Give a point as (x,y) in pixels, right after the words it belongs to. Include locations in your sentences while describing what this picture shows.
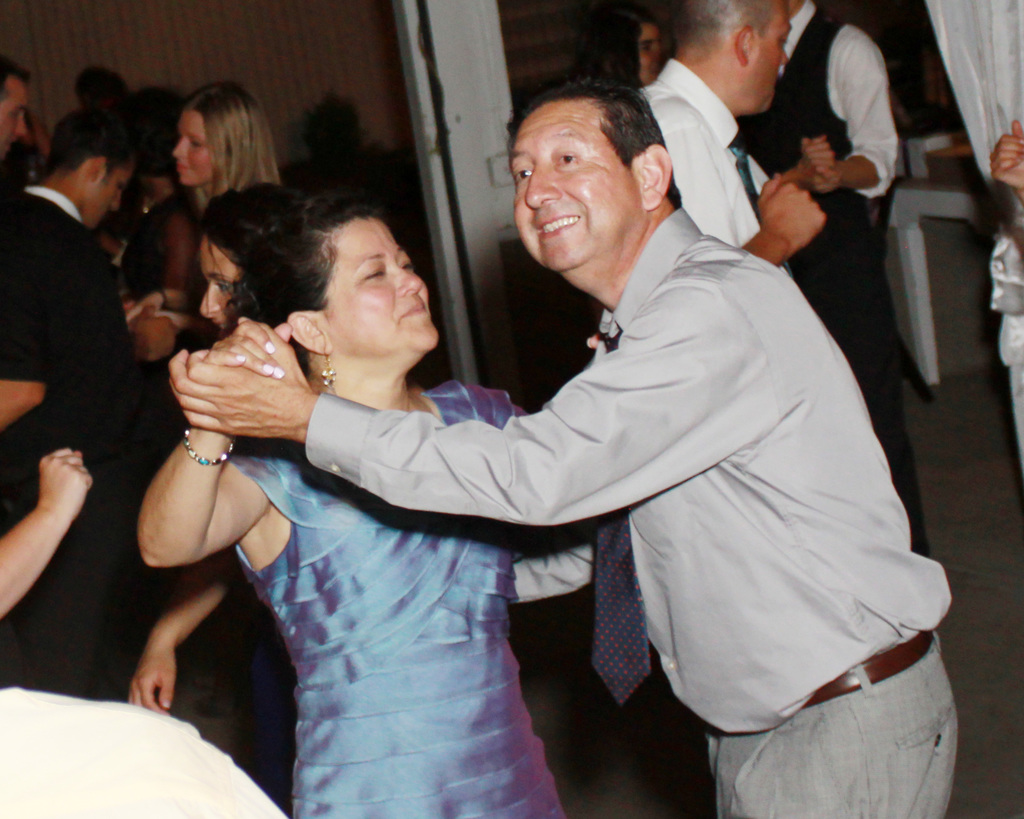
In the image we can see there are many people (370,336) wearing clothes (52,429), some of them are smiling and it looks like they are dancing. Here we can see floor (993,529), curtains (967,80), wall (357,27) and the background (210,43) is blurred.
